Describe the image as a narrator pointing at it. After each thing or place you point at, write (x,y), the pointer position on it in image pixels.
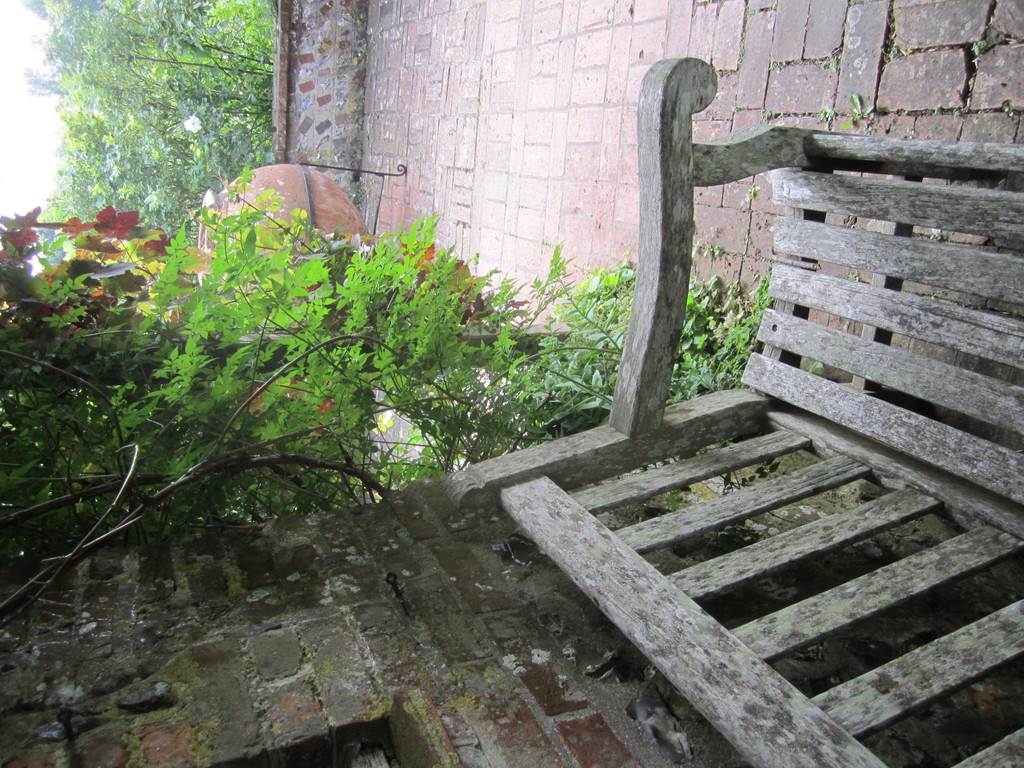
At the bottom of the image (1005,611) there is a bench (726,433). Behind the bench (687,609) there is a brick wall (300,631) and also there is a creeper (147,363) with leaves (462,360). On the floor (368,185) there is a stand (329,167) with pot (287,201). Behind the pot (300,189) there is a small wall (326,67). Behind the wall (316,60) there are trees (177,56).
